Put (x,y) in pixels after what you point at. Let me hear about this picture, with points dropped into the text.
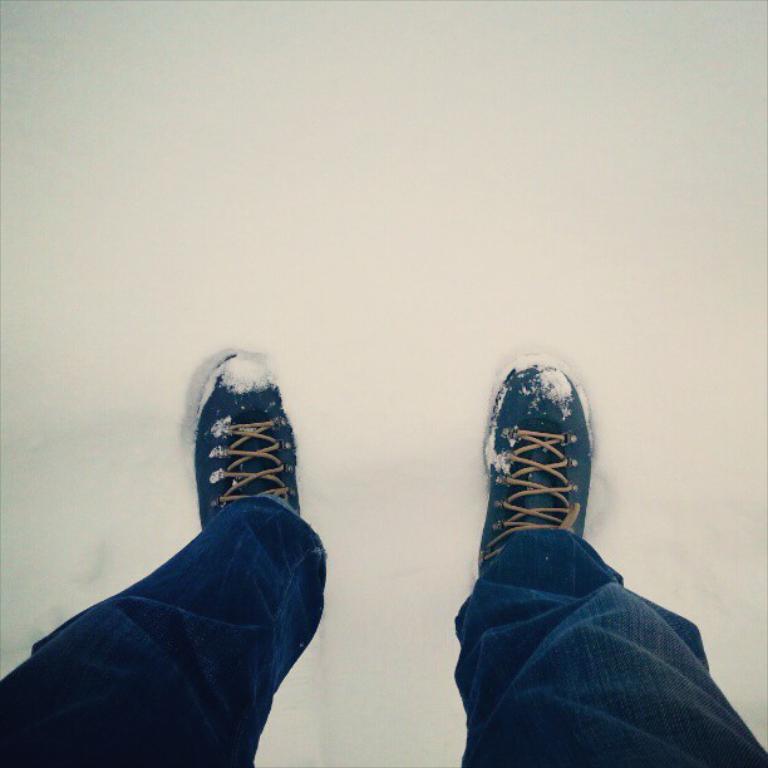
In this image we can see a legs (240,507) of a person (313,553) wearing blue color jeans (273,537) and shoes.
